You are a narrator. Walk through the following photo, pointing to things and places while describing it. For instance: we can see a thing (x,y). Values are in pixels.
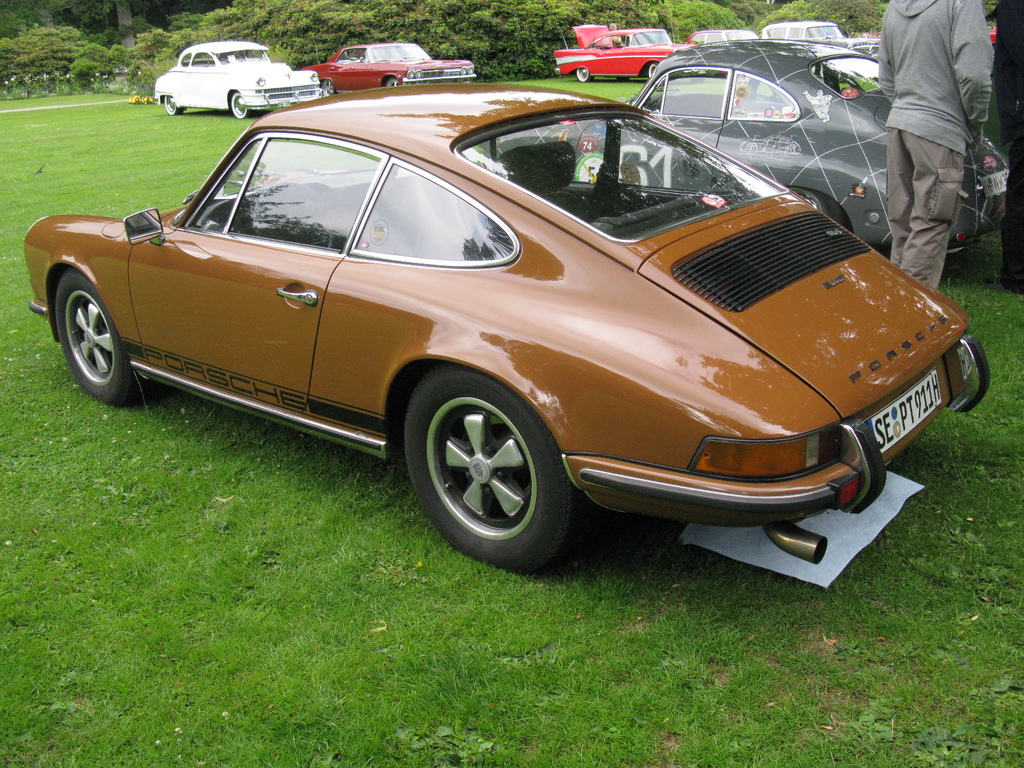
This picture is clicked outside. In the center (428,277) we can see the group of cars (326,264) parked on the ground (549,610). On the right (905,153) we can see the two persons (1006,51) standing on the ground (999,361) and we can see the green grass (95,111), plants (138,90), trees (103,13) and some other objects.
